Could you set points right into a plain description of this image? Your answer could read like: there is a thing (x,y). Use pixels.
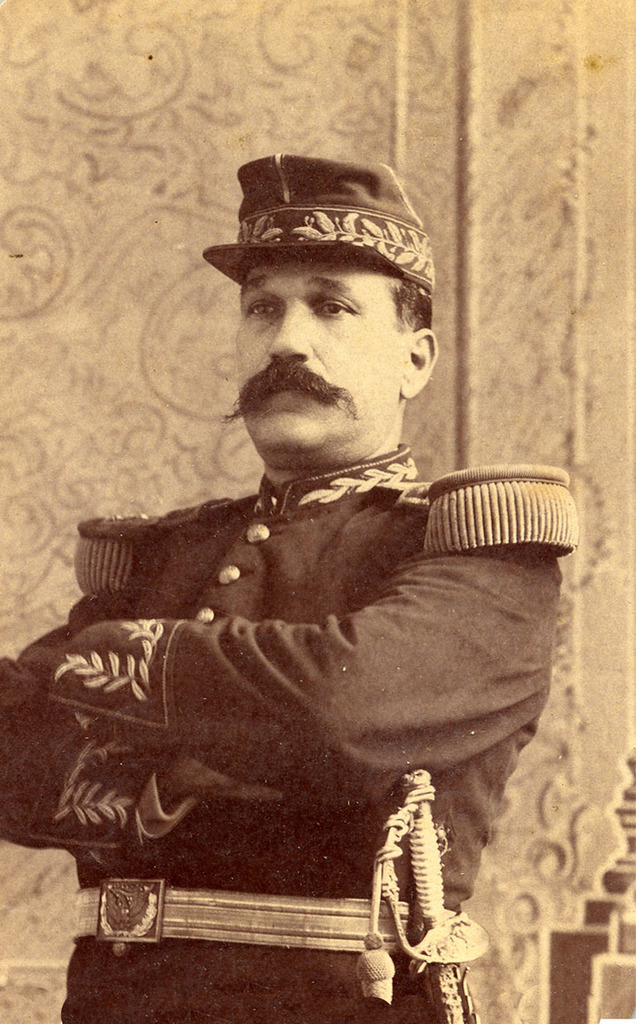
In this image there is a person (302,766) wearing a uniform (290,744), cap (346,185). He is having a sword (429,845). Background (535,888) there is a wall (49,60).
